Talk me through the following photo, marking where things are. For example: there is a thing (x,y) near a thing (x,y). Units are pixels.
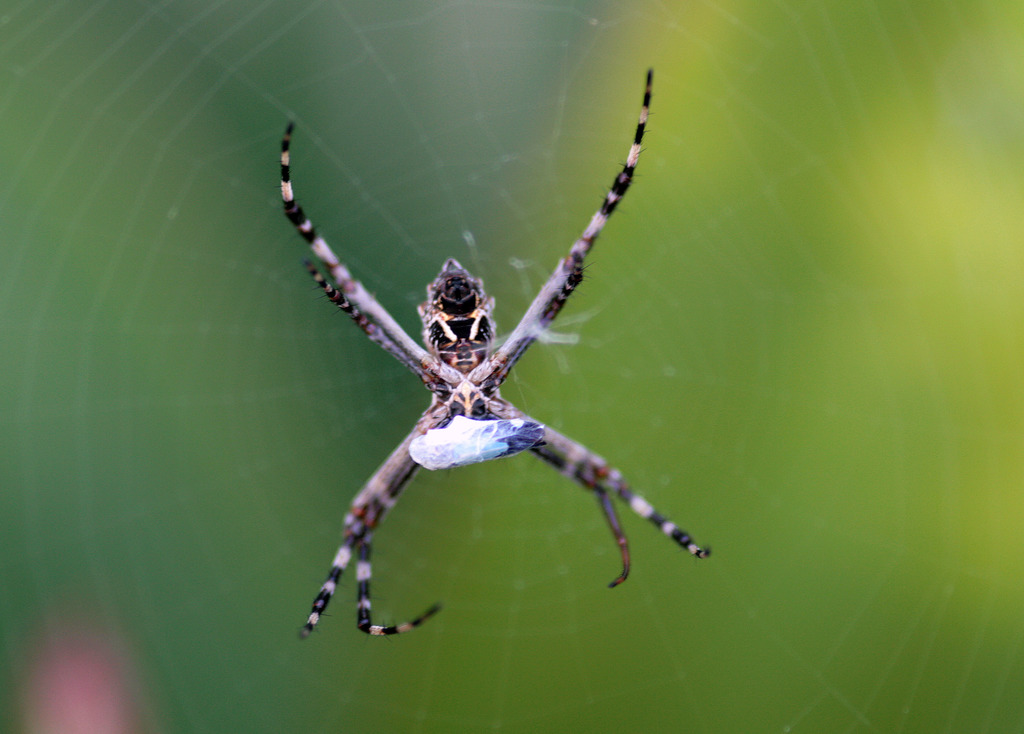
In the foreground of this image (455,347), there is a spider (480,384) on spider web (208,430).
